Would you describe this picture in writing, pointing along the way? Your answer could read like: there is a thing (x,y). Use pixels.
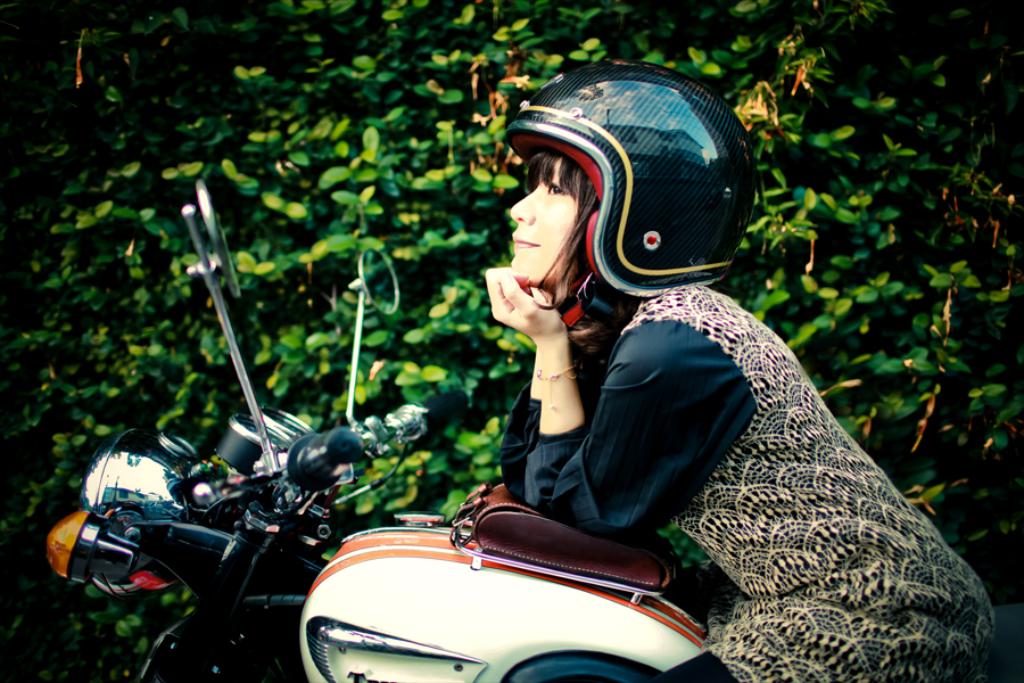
The women (782,500) is sitting on a bike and there are trees (493,74) beside her.
